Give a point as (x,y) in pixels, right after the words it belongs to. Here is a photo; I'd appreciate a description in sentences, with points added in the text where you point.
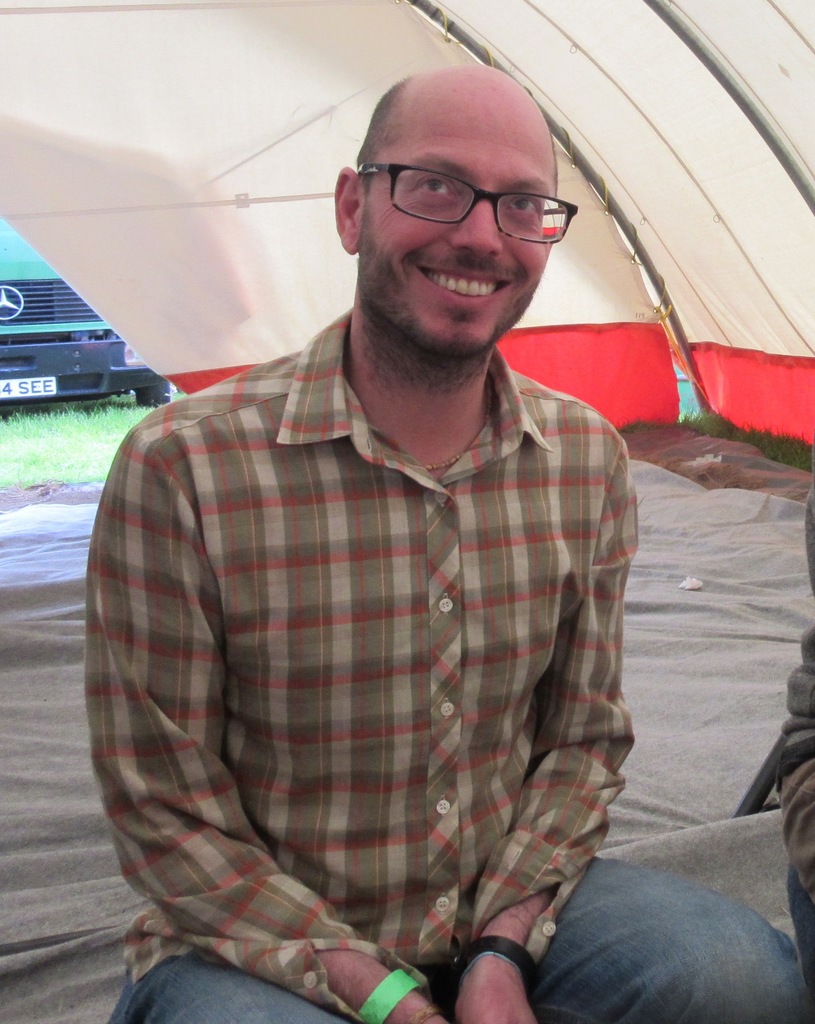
In this image there is a person (430,820) sitting on the cloth (770,736) which is under a tent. He is wearing spectacles (426,206). There is a vehicle (63,386) on the grassland (89,441). Right side (803,793) there is a person (801,701).
